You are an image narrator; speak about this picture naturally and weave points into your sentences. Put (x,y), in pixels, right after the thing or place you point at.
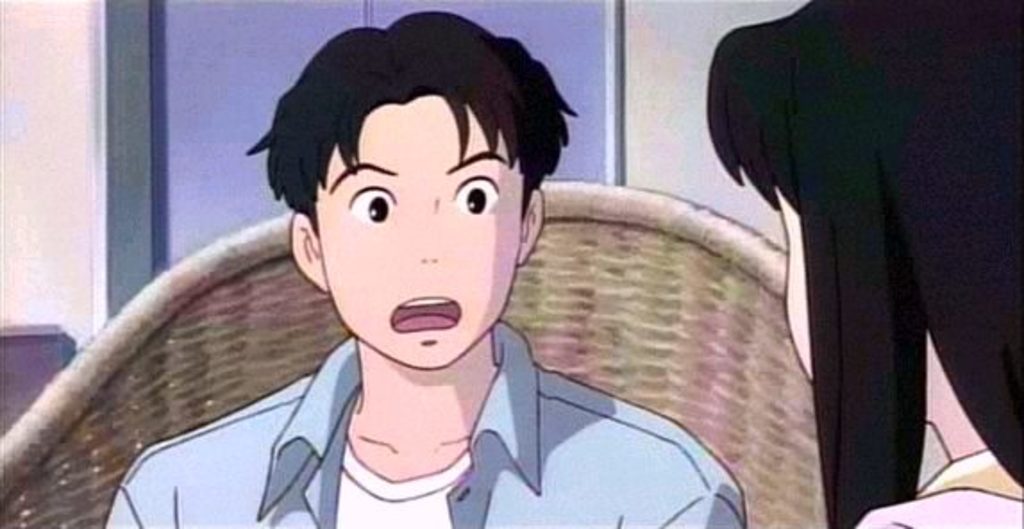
This is an animated image, where there are two persons (535,374), chair (106,389), window (170,156).
